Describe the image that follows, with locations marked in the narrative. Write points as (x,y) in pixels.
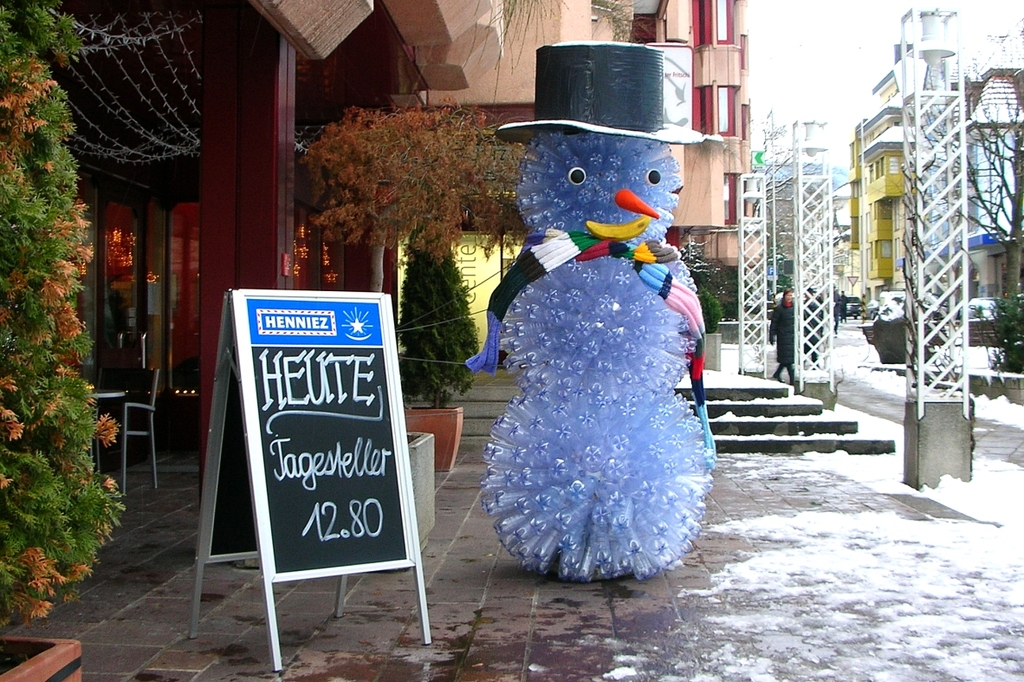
In this image we can see the doll (589,404) of a snow man (572,476), a board (334,531), some poles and stairs (792,436) on the surface (678,595). We can also see some plants (62,540) in a pot (59,644) with flowers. On the backside (801,77) we can see some buildings (342,261), chairs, lights (315,266), a tree (779,196) and the sky (801,101) which looks cloudy.
